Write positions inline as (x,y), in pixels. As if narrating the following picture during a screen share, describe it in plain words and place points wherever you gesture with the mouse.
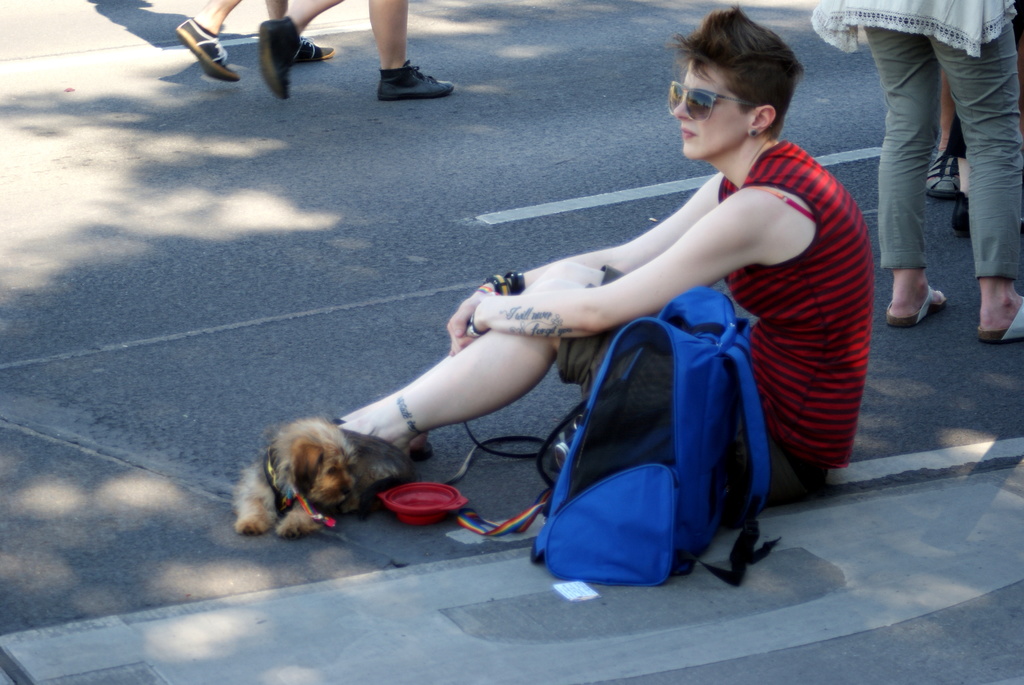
In this picture we can see woman (550,300) sitting on road (559,390) with dog (299,464) beside her and a bag (587,428) and in background (307,17) we can see persons (384,72) walking, some persons (909,50) are standing.
